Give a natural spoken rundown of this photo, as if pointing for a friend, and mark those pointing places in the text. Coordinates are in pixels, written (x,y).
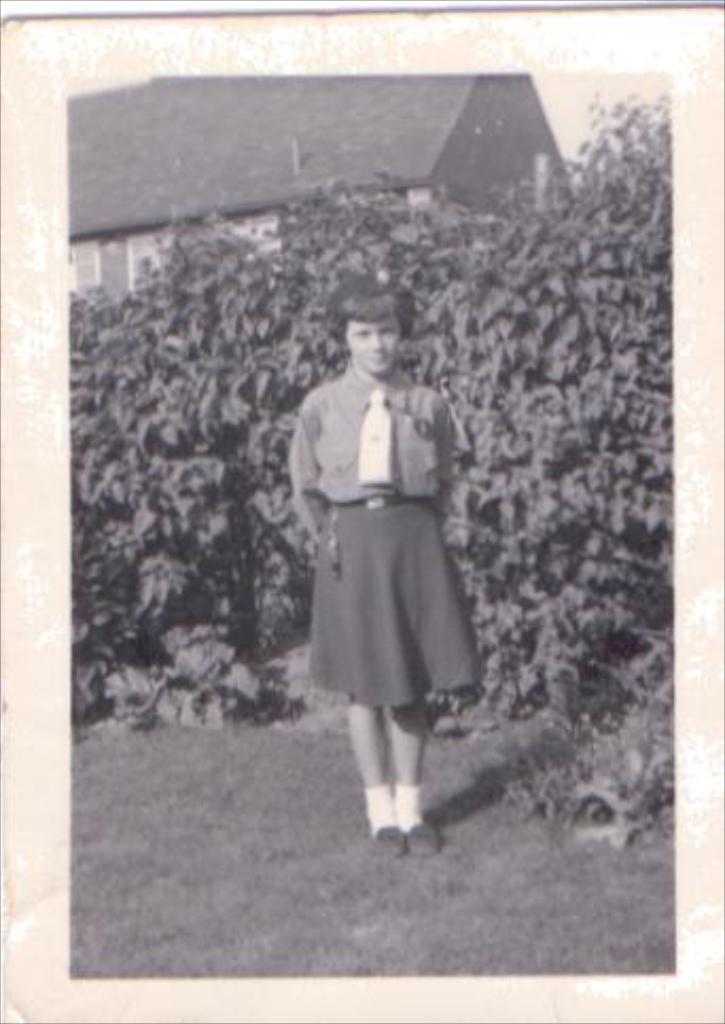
It is a black and white picture. In the center of the image (428,678) we can see one girl (424,607) standing and she is in uniform (402,592). In the background (463,498), we can see trees (485,256), one building (251,184), grass (200,889) etc. And we can see the white color border (40,286) around the image.
